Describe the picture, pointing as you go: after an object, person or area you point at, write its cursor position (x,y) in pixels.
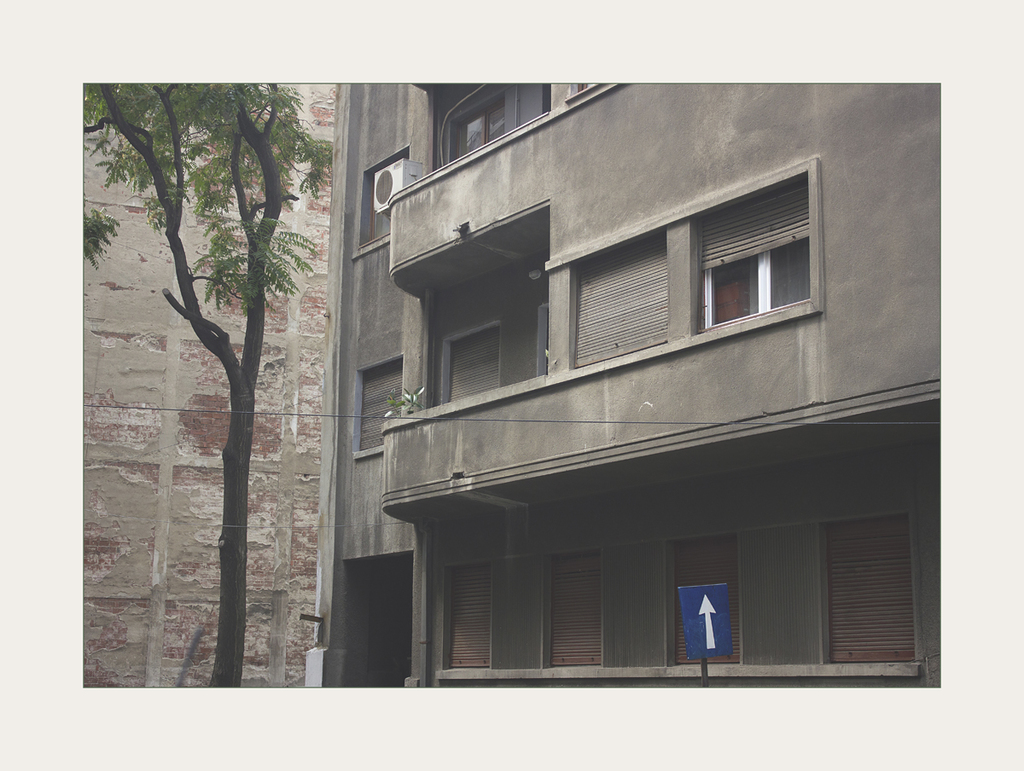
In this image I can see a building (521,191), windows (377,226), a tree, a blue colour board (682,609) and in the background (100,399) I can see the wall (211,439).
